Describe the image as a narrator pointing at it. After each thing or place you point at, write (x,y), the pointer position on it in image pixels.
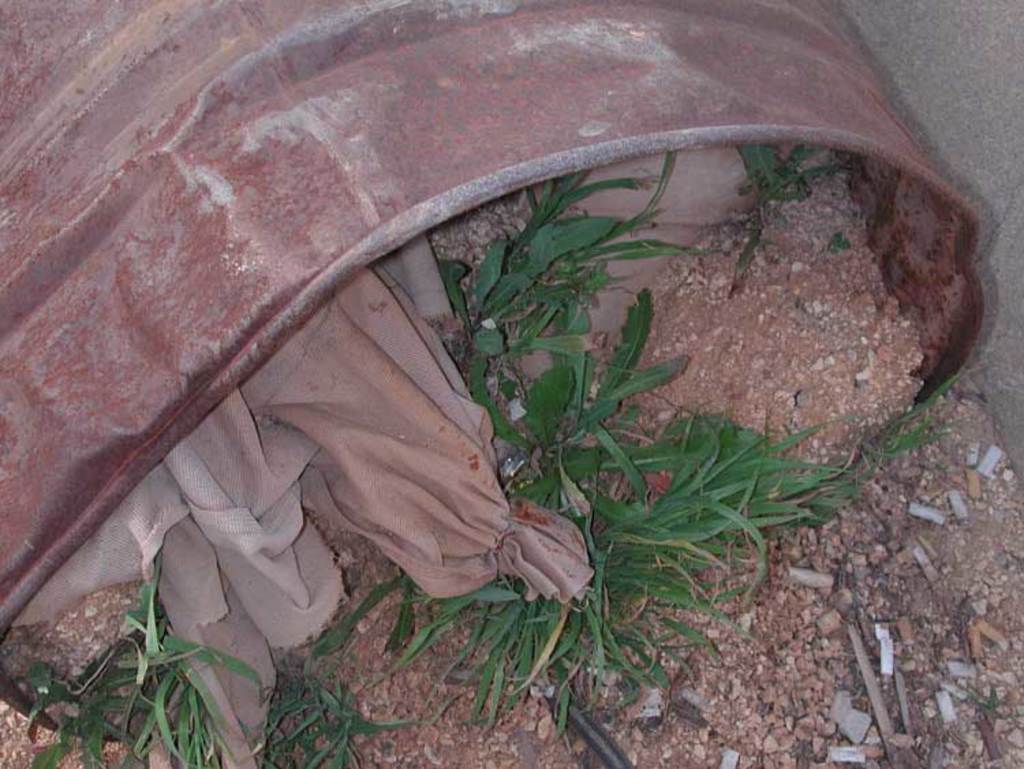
In this picture we can observe a brown color drum (314,87). We can observe some stones (790,325) and plants (556,416) in the drum (425,143). There is a cloth (321,421) in the drum (616,88). The drum (387,204) is placed on the ground (958,115).
